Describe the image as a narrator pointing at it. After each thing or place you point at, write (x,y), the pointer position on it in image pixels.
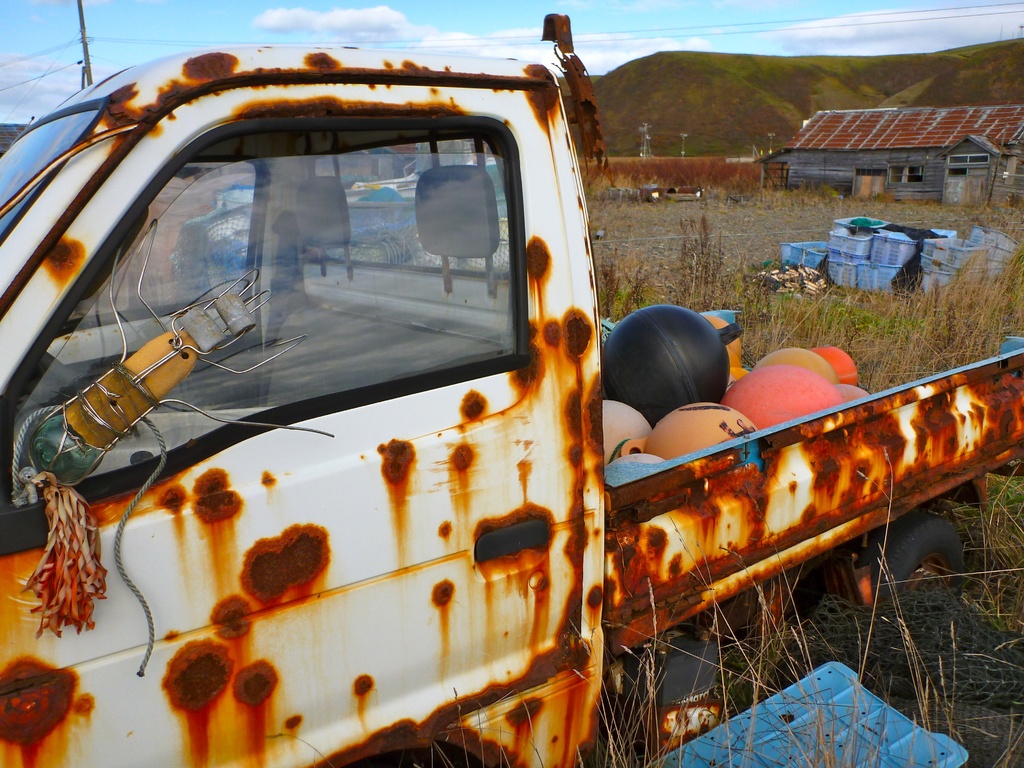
In this image there is a van (497,451) in a field (747,168), in that van (737,445) there are some objects (745,395), in the background (888,276) there are boxes (865,257) and a house (801,175) mountains (923,55) and a sky (634,48).
